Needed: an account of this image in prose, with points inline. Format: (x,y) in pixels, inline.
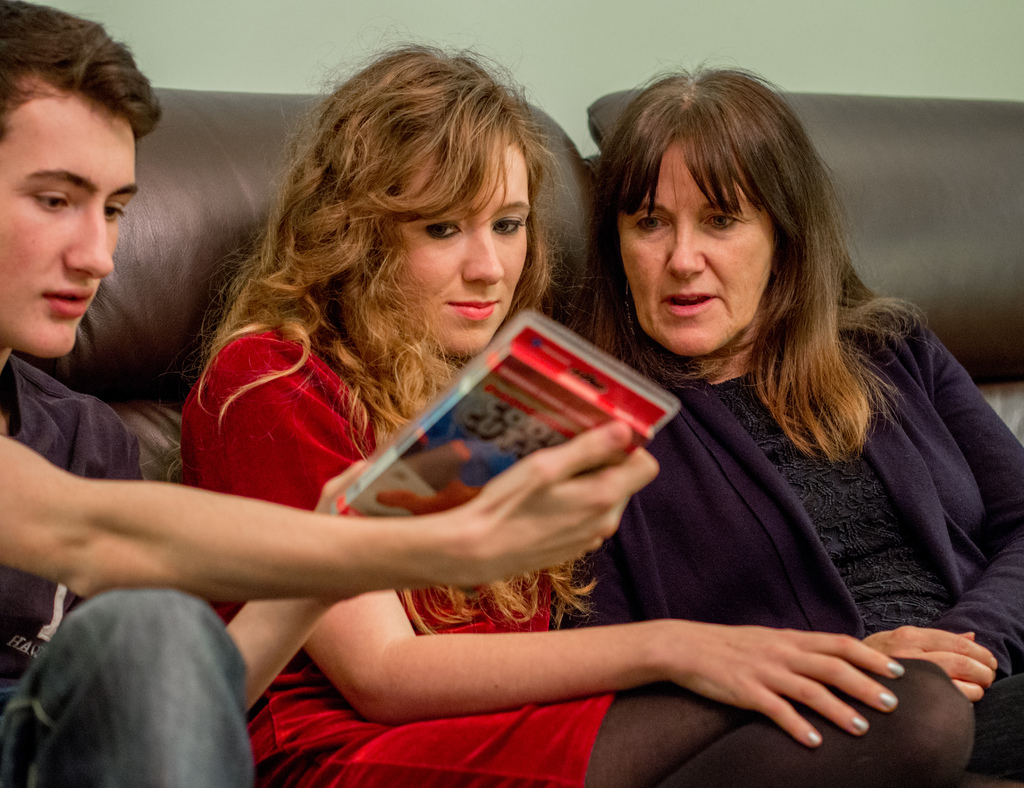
In this image there are three persons (204,479) who are sitting and one person (494,494) is holding some packet (519,441), and in the background (564,229) there is a couch (882,211) and a wall (643,56).
